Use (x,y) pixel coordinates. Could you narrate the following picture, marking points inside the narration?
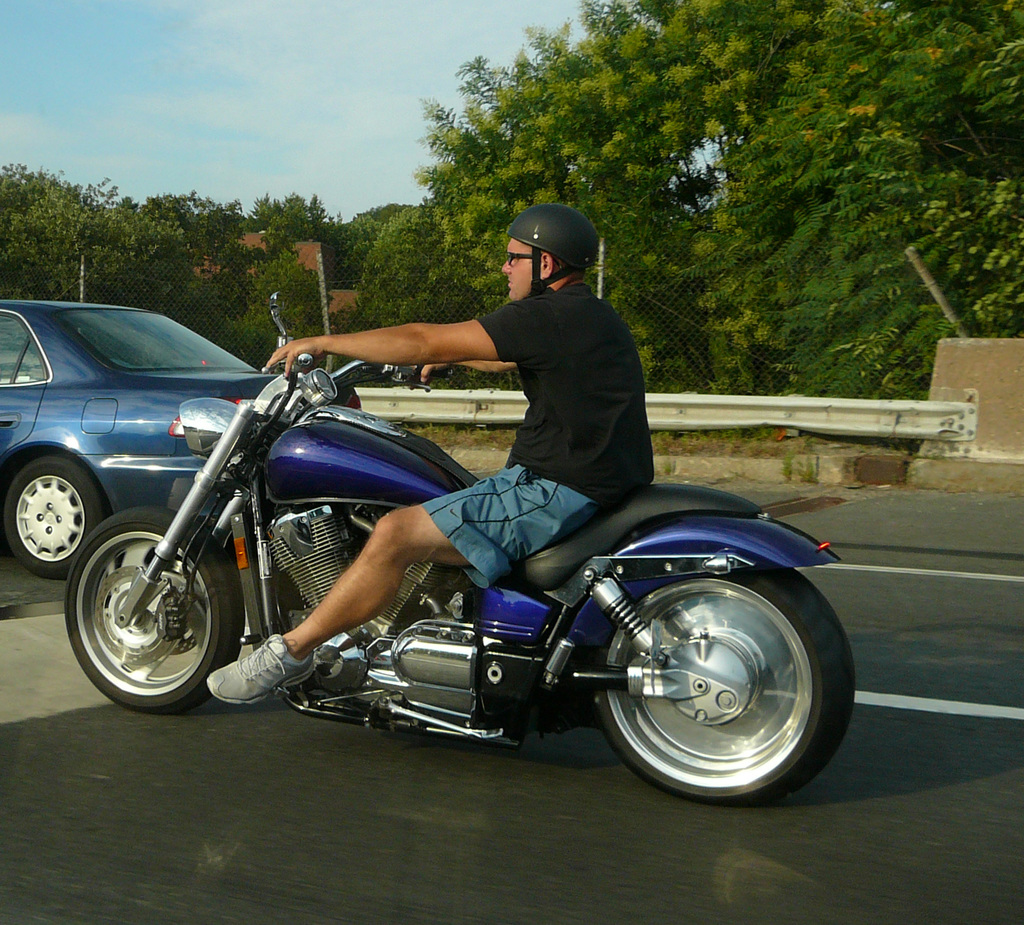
Here we can see a man (489,316) on a motorcycle (532,579). He is wearing a helmet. There is a car (138,407) on the top left (122,307). In the background (138,290) we can see trees (589,136) and a sky (173,50) with clouds (355,64).
